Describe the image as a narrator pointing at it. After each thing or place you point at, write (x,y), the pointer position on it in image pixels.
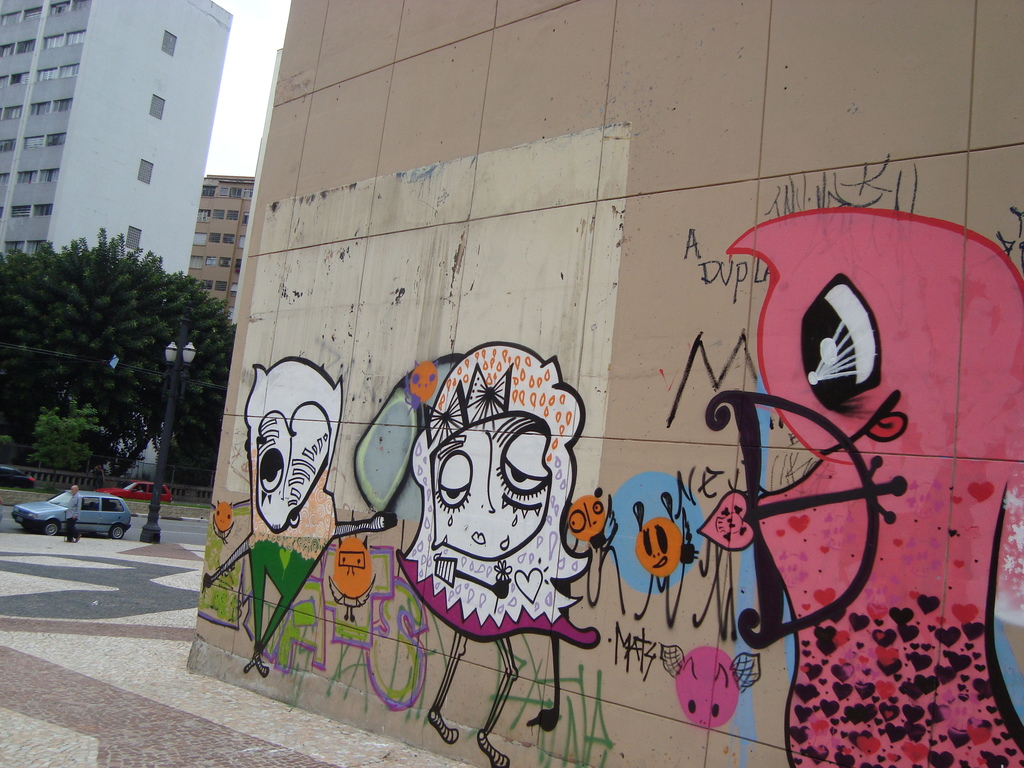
In this image we can see a wall (670,470) with graffiti (745,539). In the back (95,519) there are cars (122,497). There is a light pole (168,432). There is a person (76,519). Also we can see trees (118,400). In the background (123,224) there are buildings (116,187) with windows (46,113).
